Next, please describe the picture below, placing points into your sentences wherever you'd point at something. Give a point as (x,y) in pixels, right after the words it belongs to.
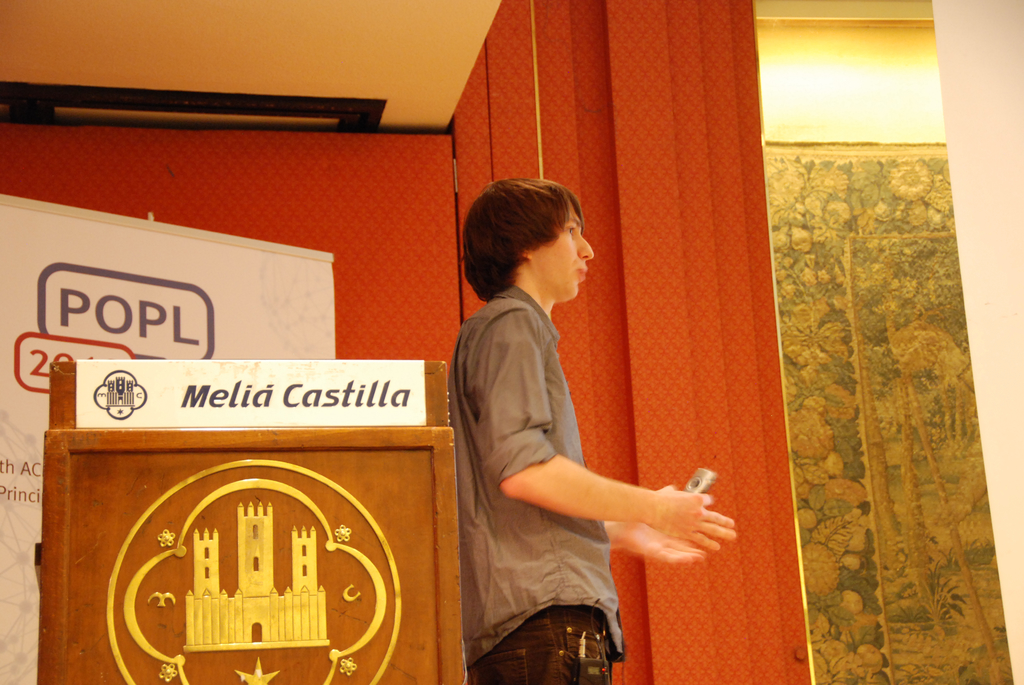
In this picture I can see a man (544,464) who is standing and behind him I see a brown color thing (147,527) on which there is something written. In the background (354,250) I see the wall (726,213) and I see a white color board (156,288), on which there is something written. On the top right of this image (863,75) I see the light (841,77).
